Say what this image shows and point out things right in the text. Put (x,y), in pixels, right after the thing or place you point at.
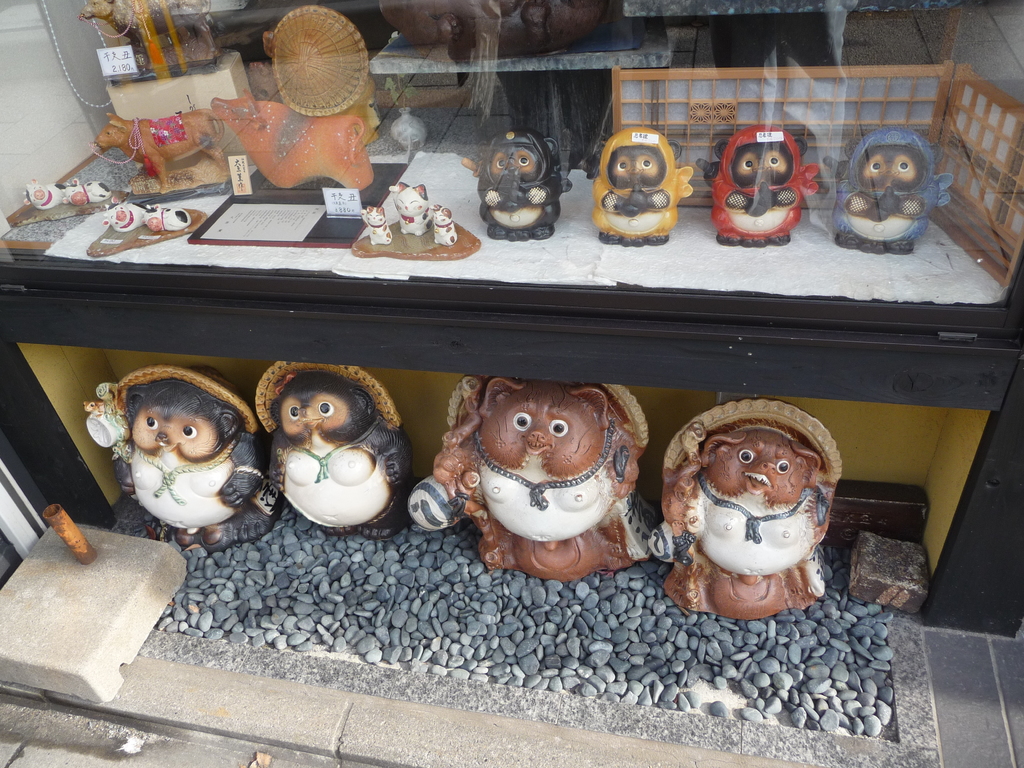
On these pebbles (604,616) there are statues (716,562). Through this glass (933,216) we can see statues (883,234), toys (883,234), cards (352,212) and paper (248,213).
